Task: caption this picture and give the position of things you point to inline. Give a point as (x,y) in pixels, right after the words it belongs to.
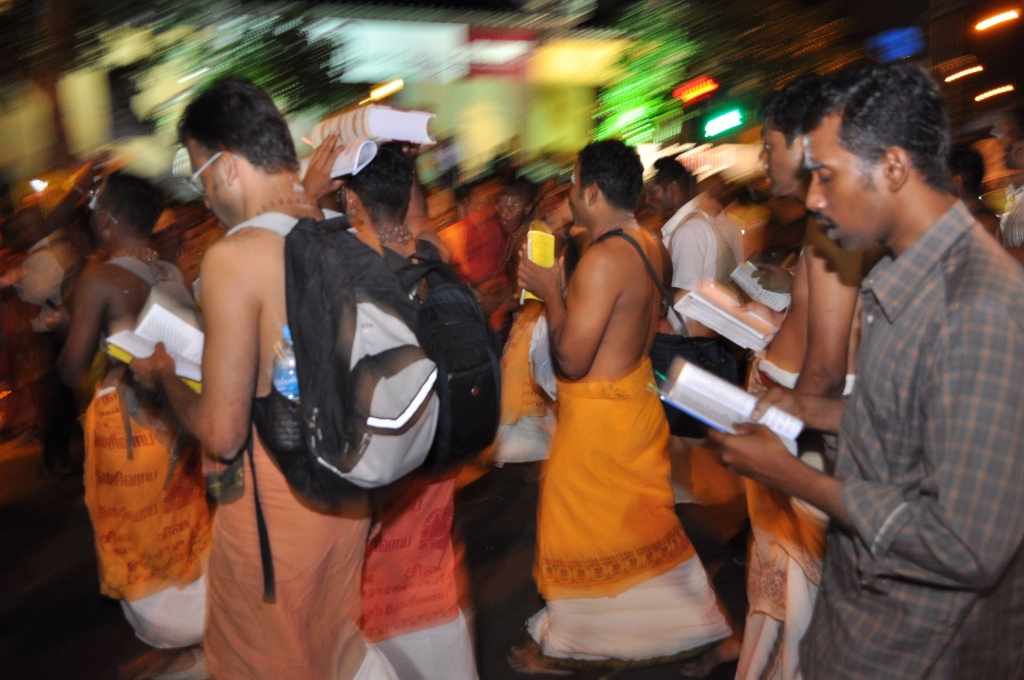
Here in this picture we can see number of people (588,270) walking on the ground (705,548) over there and we can see all of them are holding books (175,314) in their hands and we can see some people (585,466) are carrying bags (460,324) with them.
